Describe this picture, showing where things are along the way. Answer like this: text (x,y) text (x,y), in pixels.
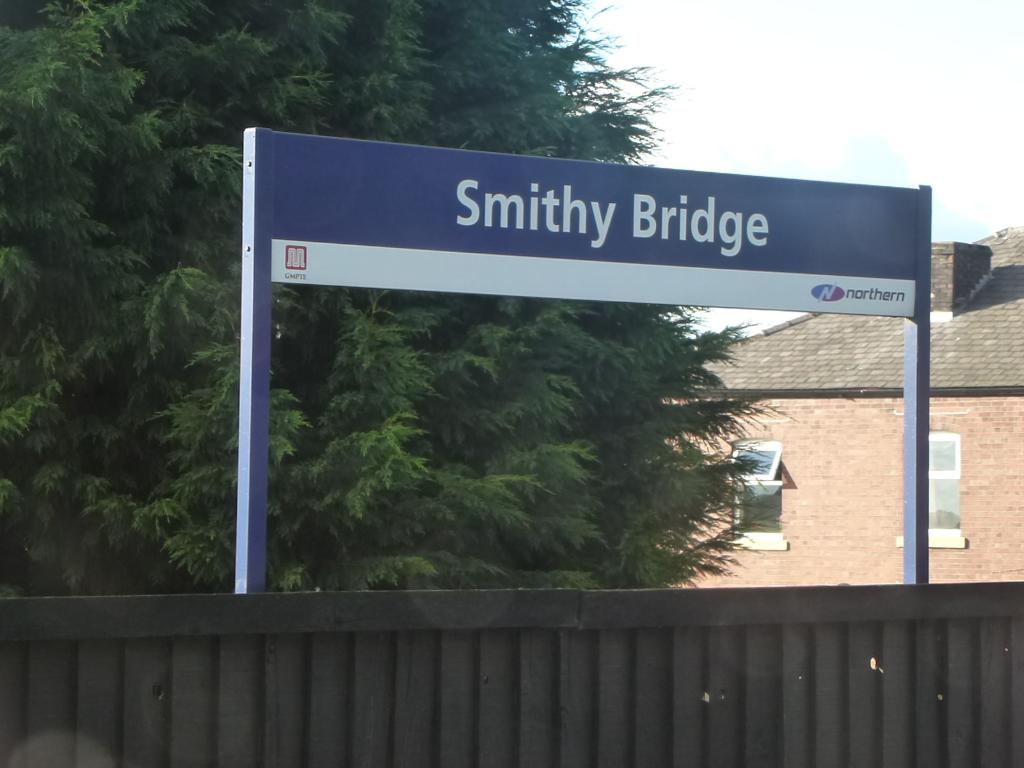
In this picture we can see the wall (244,649), name board (399,266), tree (509,331), building (770,419) with windows (753,459) and in the background (796,51) we can see the sky (707,78).
